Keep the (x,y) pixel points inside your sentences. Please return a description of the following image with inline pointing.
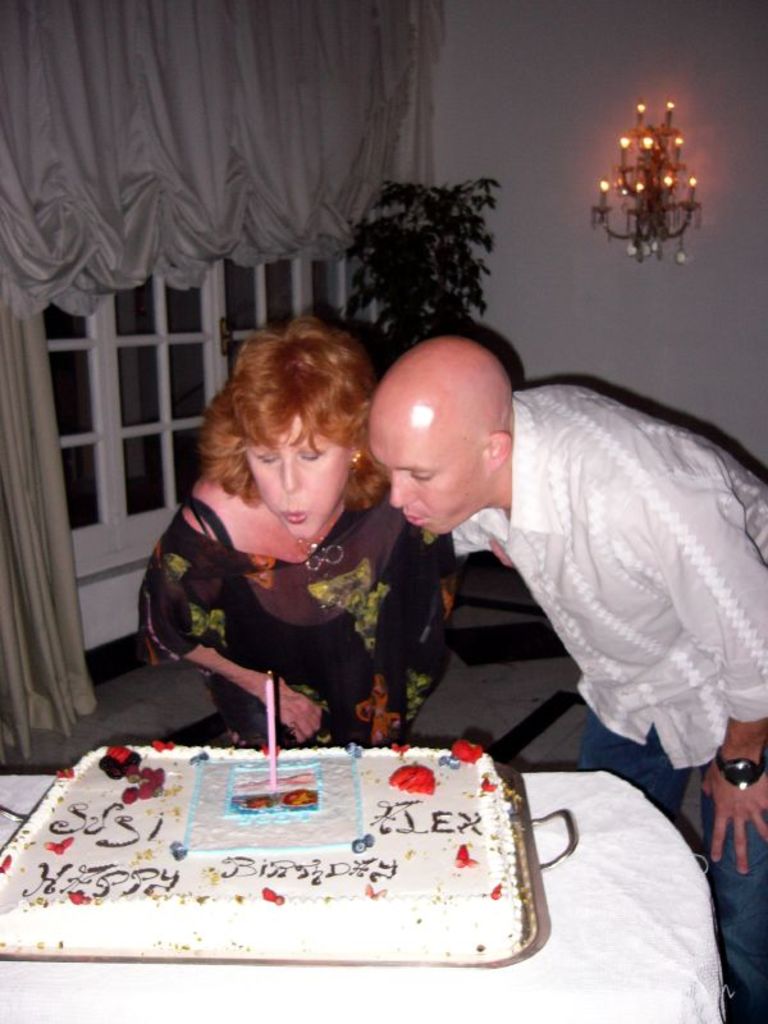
On the background of the picture (453,272) we can see curtains (303,216), door (301,292), plant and a decorative lamp (640,209). Here we can see two persons (461,461) a man (581,494) and a woman (335,553) bending and blowing a candle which is over the cake (475,868). This is a table (603,965).
